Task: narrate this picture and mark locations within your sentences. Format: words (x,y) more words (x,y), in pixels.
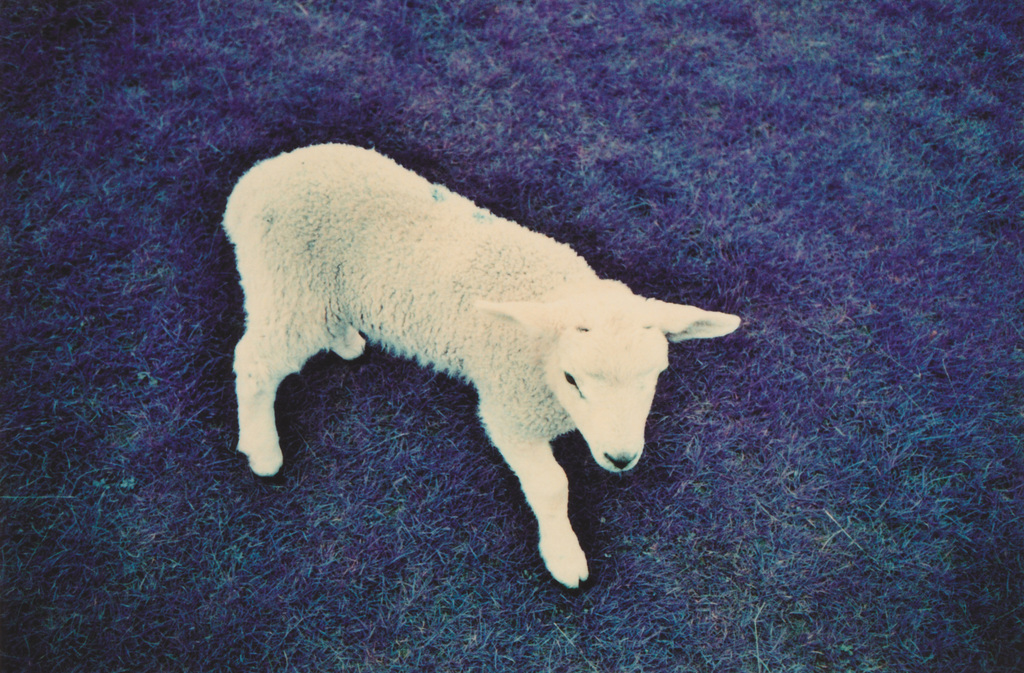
This image consists of a sheep (542,391) in white color. All around, there is purple grass (491,591) on the ground (10,5).
